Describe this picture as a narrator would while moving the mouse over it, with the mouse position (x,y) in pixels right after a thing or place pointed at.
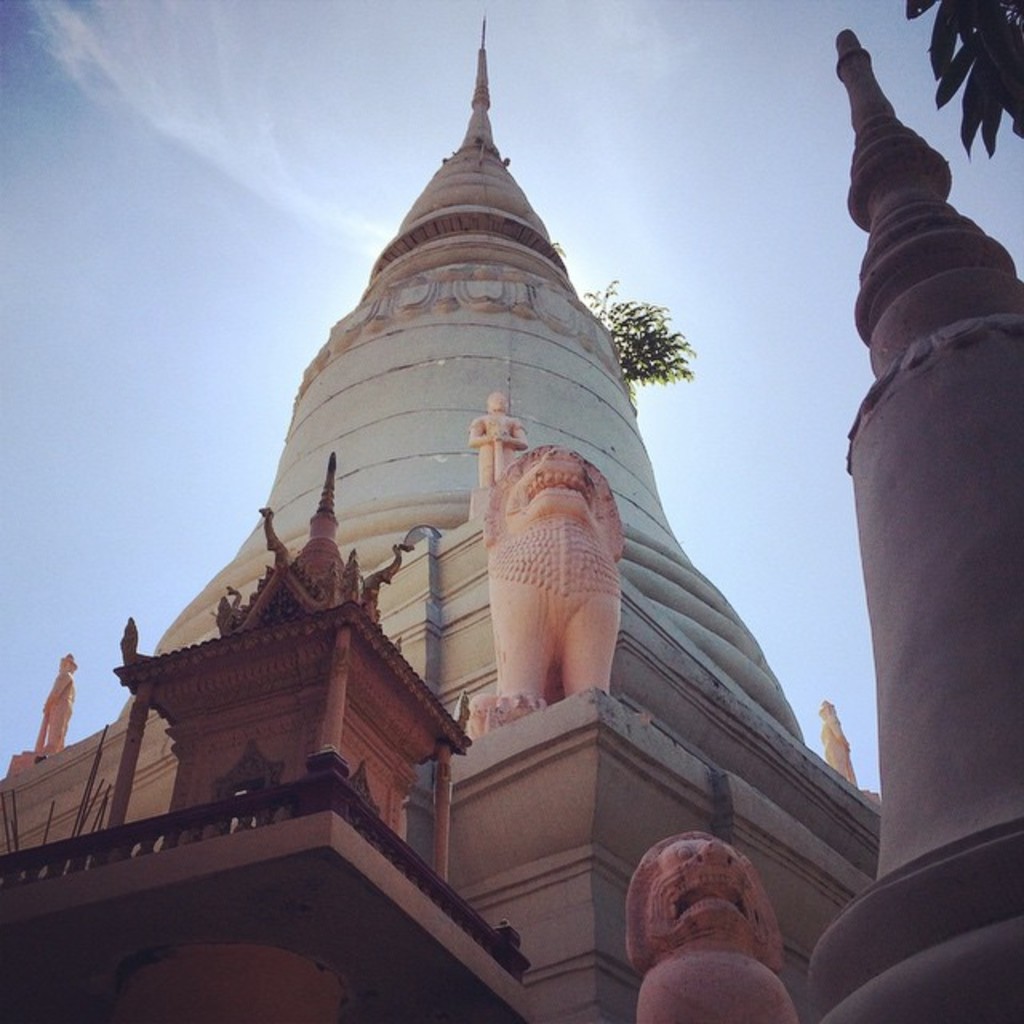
In this picture we can see a building (488,686), statues (605,536), leaves (987,39) and in the background (659,189) we can see the sky (419,139).
